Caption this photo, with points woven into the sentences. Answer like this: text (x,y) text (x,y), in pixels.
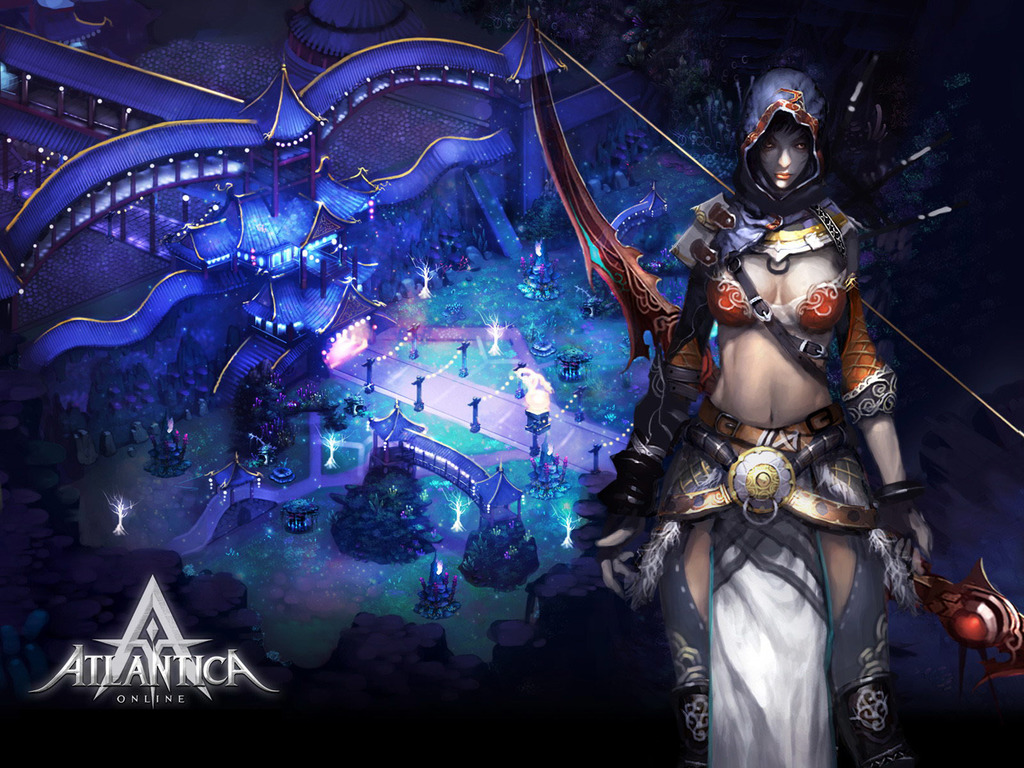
The image is an animation picture in which we can see there is a woman (771,448) standing and holding a weapon (918,594) in her hand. Behind there is a building (271,328) and there are lightings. On the image its written "ATLANTICA Online".
